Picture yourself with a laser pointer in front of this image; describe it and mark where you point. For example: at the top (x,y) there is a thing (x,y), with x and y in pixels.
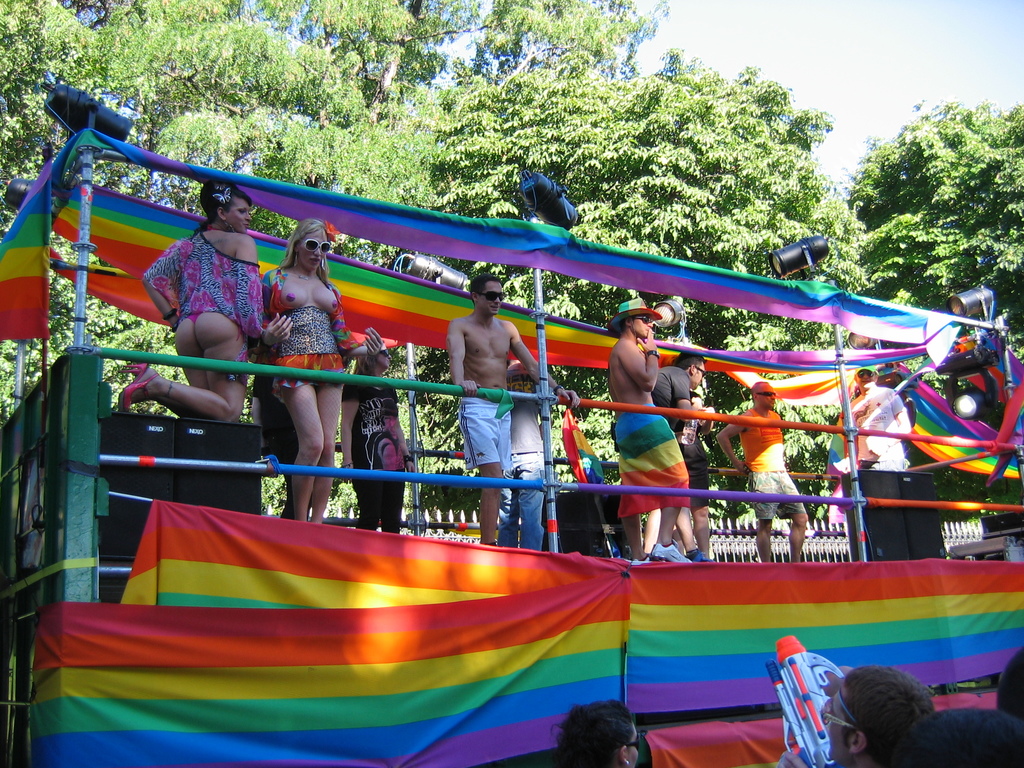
Here men (495,381) and women (349,333) are standing, these are trees (517,174).
